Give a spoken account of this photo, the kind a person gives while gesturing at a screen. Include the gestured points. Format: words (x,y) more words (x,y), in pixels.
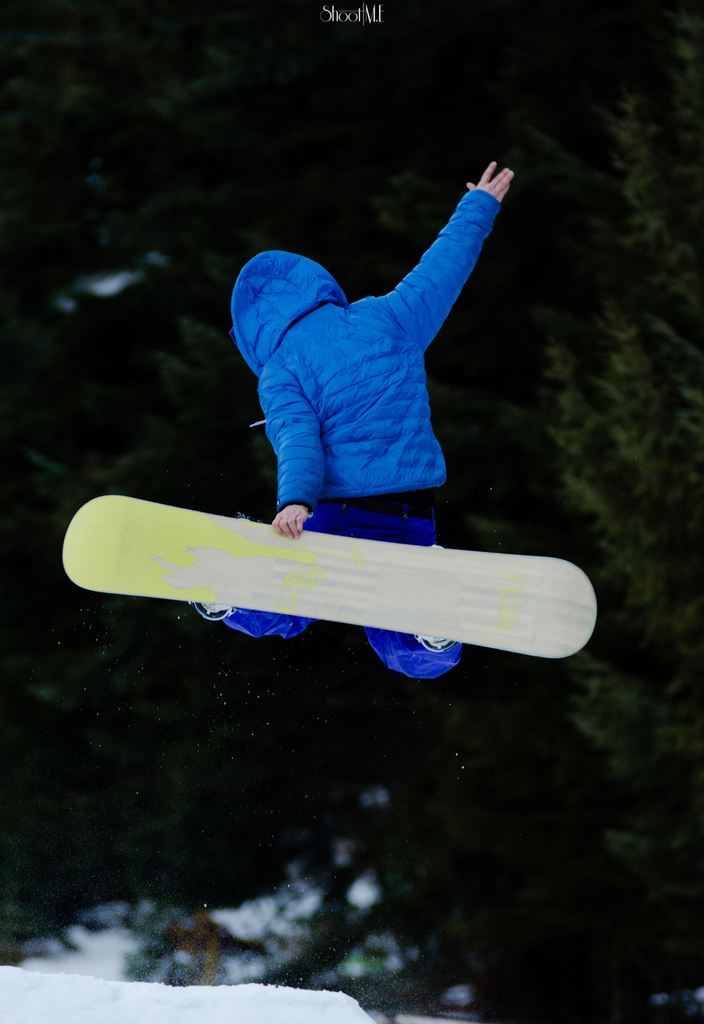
In this image a men (406,328) wearing blue color jacket (376,466), blue color pant (336,511), he is performing skating stunts, in the ground (58,1022) there is snow (45,1000) in the background (514,758) there are trees (402,792).
